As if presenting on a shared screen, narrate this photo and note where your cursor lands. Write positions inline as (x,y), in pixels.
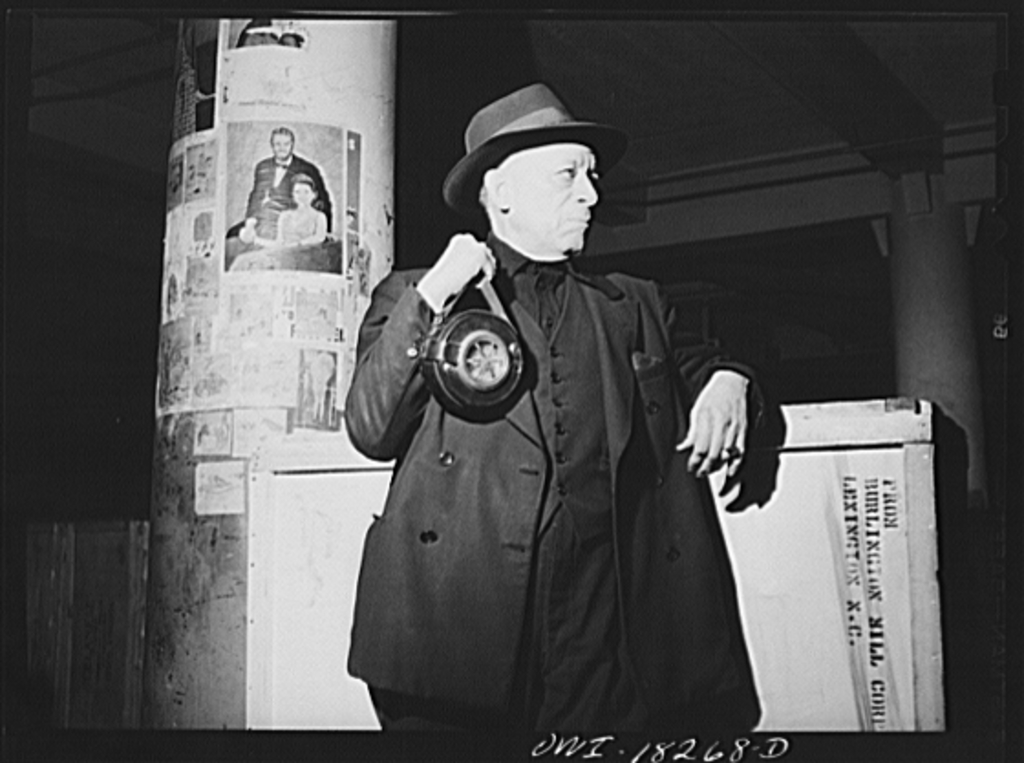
In the picture we can see black and white photograph of a man (448,700) standing near the pillar (232,700), he is with black coat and hat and holding something in the hand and keeping his other hand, on some box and behind him we can see a pillar (211,672) with some posters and photographs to it, and behind it we can see a wall (732,285) in the dark.
